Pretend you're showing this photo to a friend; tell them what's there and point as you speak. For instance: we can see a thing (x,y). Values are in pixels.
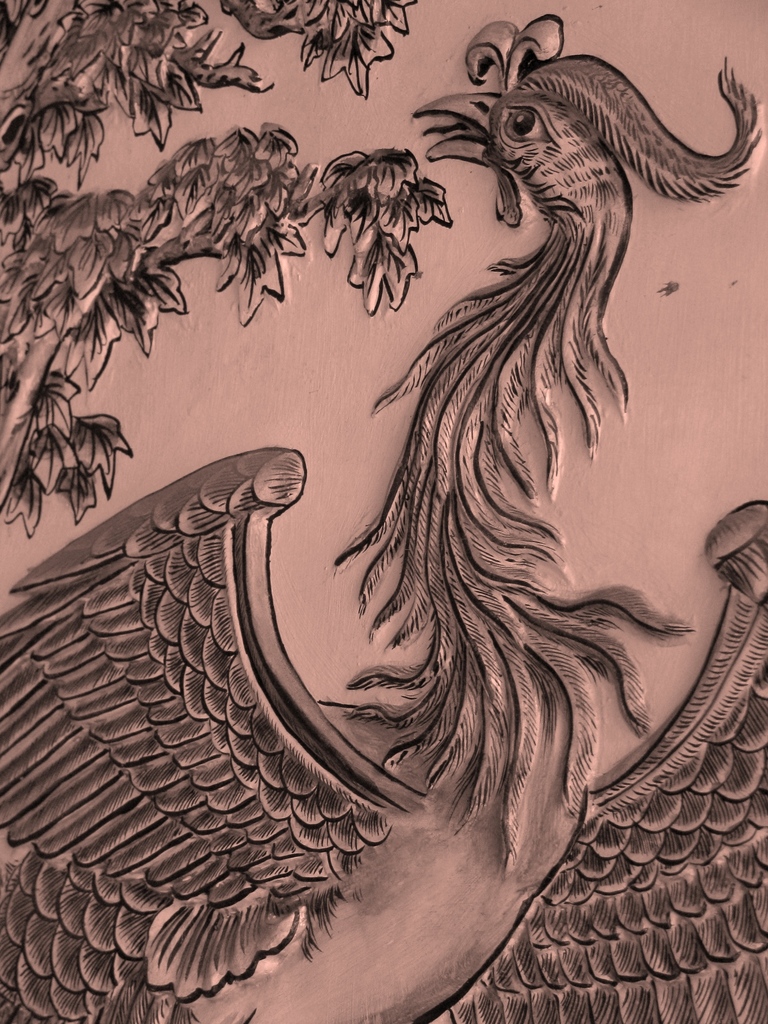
In the center of the image (276,385) there is a painting (140,155).
